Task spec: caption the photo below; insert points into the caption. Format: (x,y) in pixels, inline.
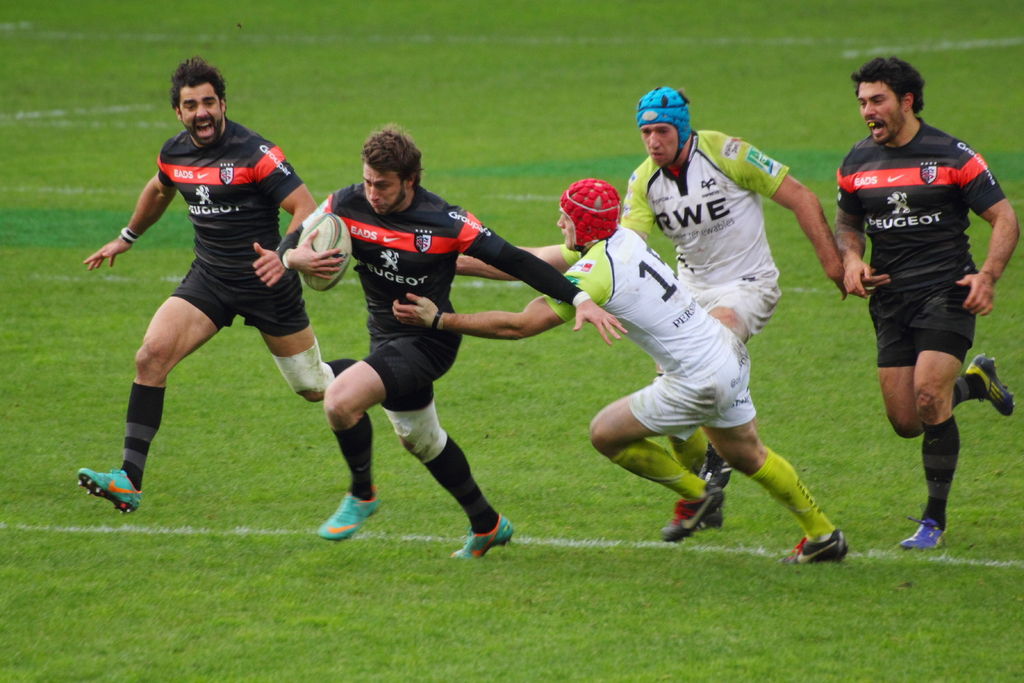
In this image players (863,268) are playing game on the ground (229,328), one player (329,269) is holding a ball (343,241) in his hand (311,252).
